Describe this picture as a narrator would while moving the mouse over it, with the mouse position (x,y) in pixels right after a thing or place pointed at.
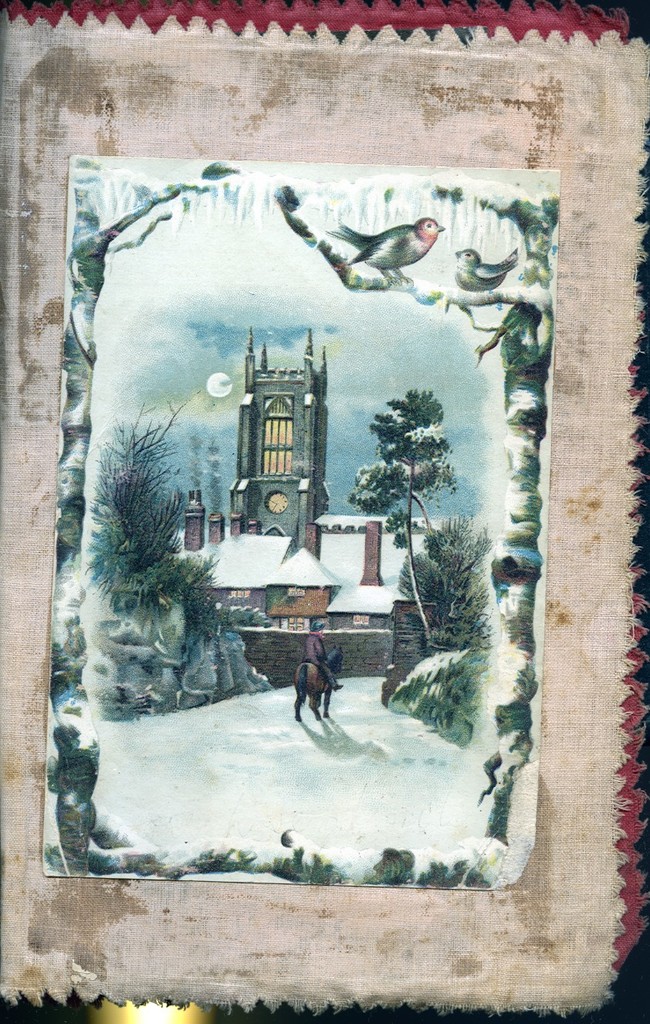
In the center of the image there is a painting (72,867) in a cloth (303,147).
